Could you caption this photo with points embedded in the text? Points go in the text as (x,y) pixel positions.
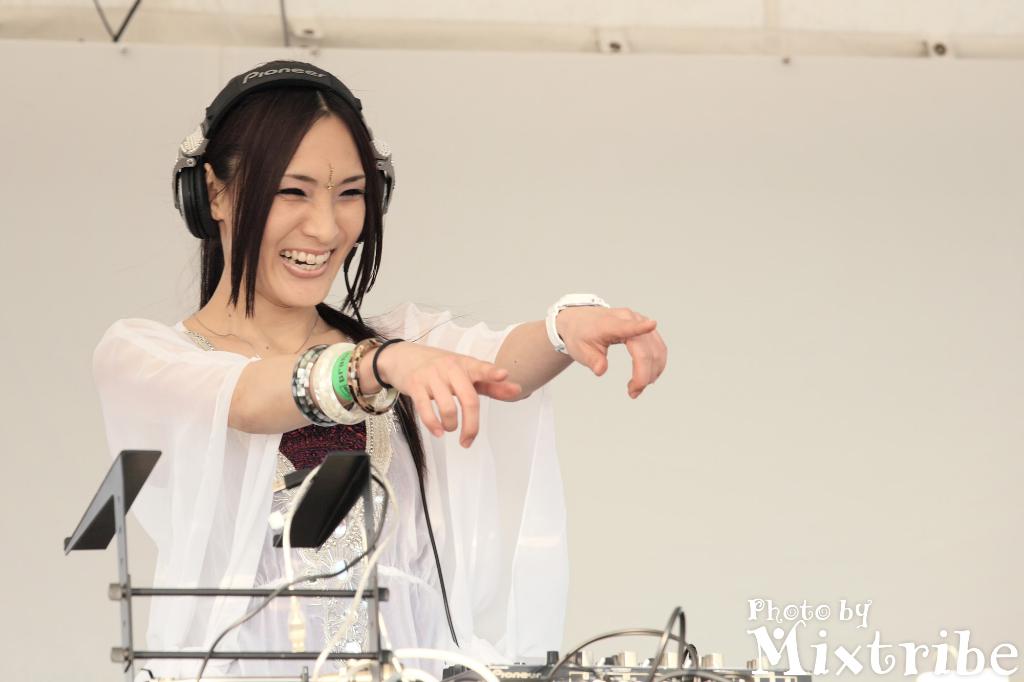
In this image I can see a woman (244,519) wearing white color dress (180,423). In front (343,593) I can see a ash color object (635,660). Background (710,263) is in white color.
